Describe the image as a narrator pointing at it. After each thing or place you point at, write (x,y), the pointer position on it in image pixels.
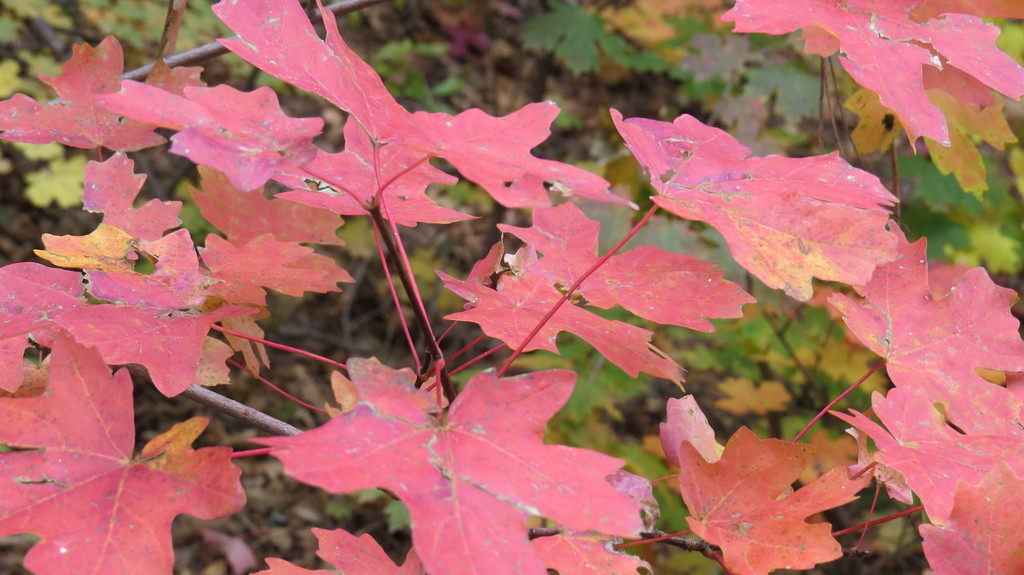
In the foreground of the picture (665,254) there are leaves (395,370) of a tree (405,288). The background (561,45) is blurred. In the background (768,411) there is a tree (960,222).
